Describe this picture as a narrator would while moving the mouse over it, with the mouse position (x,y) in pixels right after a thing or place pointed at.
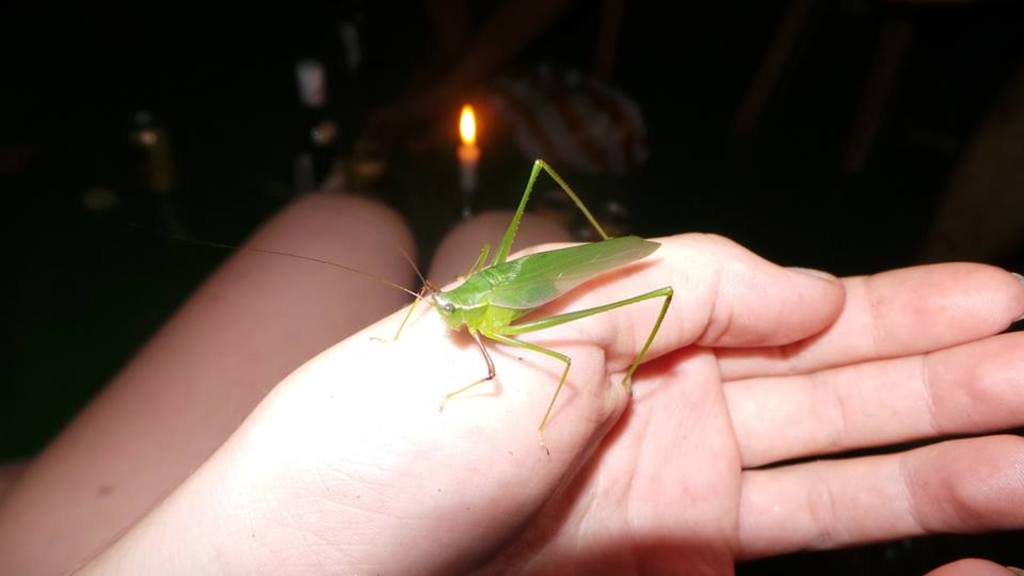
In this image I can see two legs (228,385) and a hand (435,386) of a person (290,319). I can also see a grasshopper (526,277) on the hand (590,360). In the background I can see few bottles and a candle (469,201).
